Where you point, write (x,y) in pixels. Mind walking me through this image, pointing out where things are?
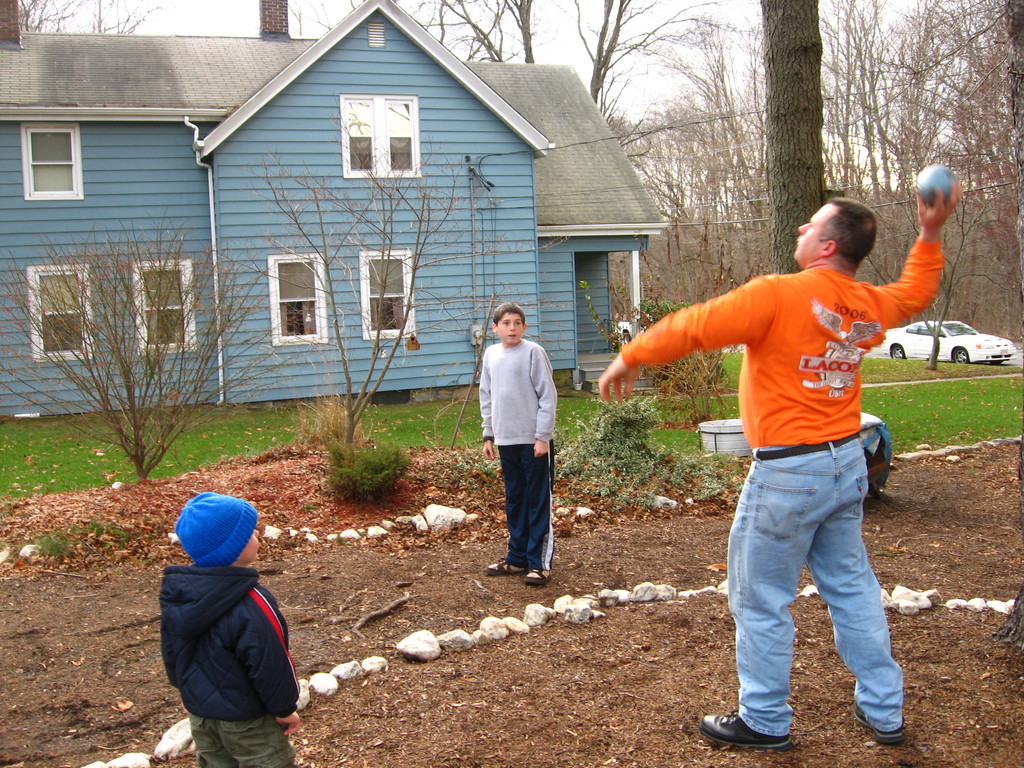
In this image we can see two kids (499,428) and one person (768,539) are playing with a ball (952,178) on the ground (152,504). On the left side of the image (145,219) there is a house (241,202), in front of the house (348,320) there are some trees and plants (376,456) in the grass (422,433). In the background of the image (741,226) there are dried trees (960,123) and sky (563,42).
